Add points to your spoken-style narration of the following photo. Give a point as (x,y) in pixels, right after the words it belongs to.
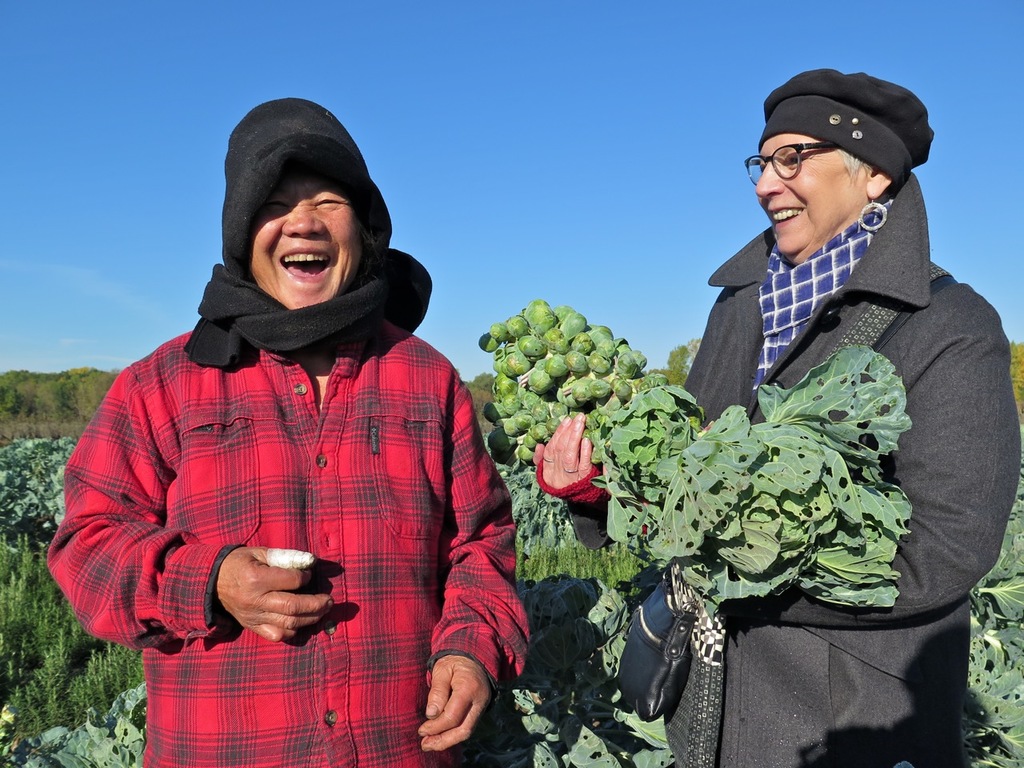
In this image, there are a few people (710,391). Among them, we can see a person (817,264) wearing spectacles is holding some objects (689,461). We can also see some plants (36,502) and trees (38,381). We can also see the sky (486,363).
